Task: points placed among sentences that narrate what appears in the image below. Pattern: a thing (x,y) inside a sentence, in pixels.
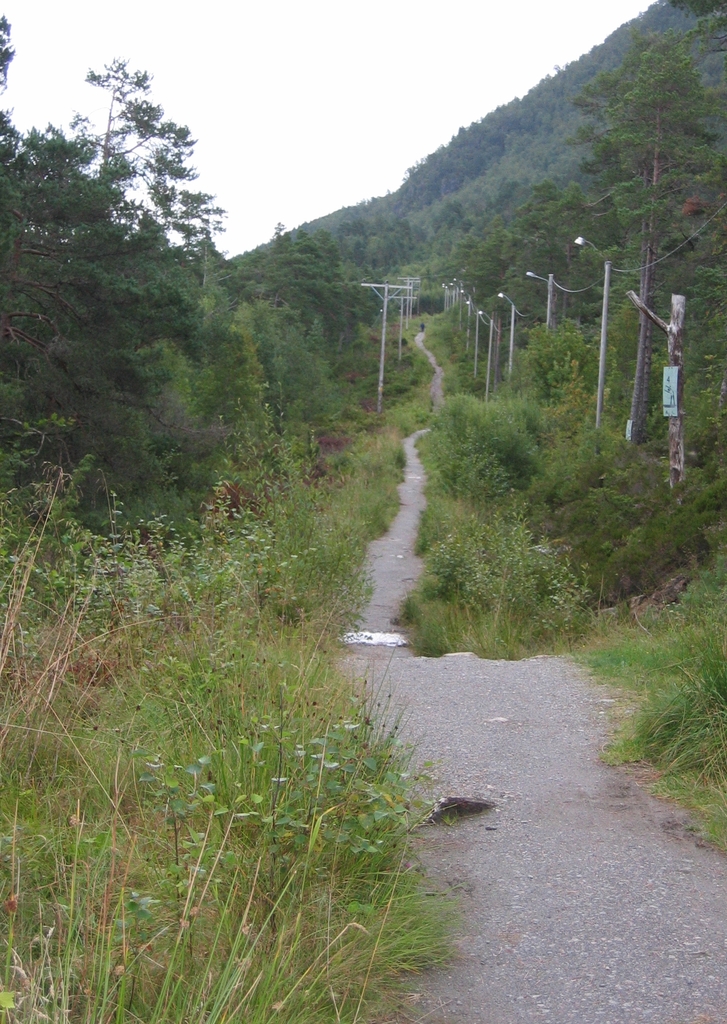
In the image we can see grass (371,414), road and poles (382,362) and trees (45,282). At the top of the image (371,187) there is sky (594,20). On the right side of the image (493,164) there is hill (543,83).
